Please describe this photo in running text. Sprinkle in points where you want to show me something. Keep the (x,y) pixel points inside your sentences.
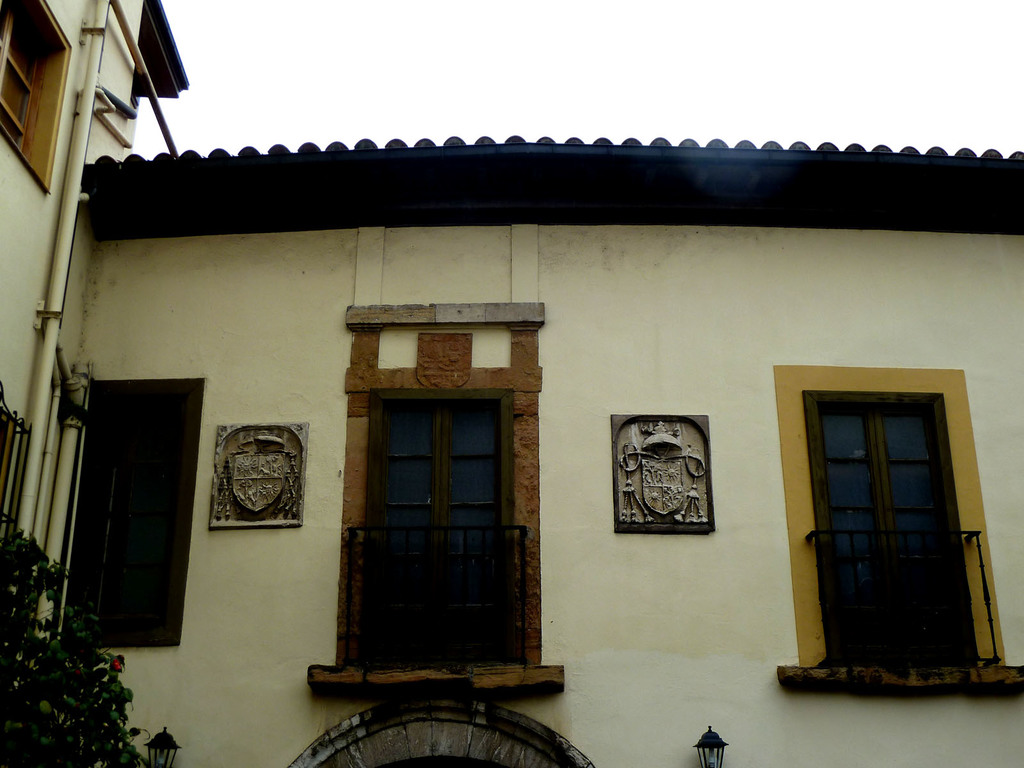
In the picture we can see the house (659,634) with two doors (881,467) and beside the house (355,623) we can see a part of the house (55,234) with pipes (92,66) and a part of the window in it and on the top of the house (291,228) we can see a part of the sky (864,93).
